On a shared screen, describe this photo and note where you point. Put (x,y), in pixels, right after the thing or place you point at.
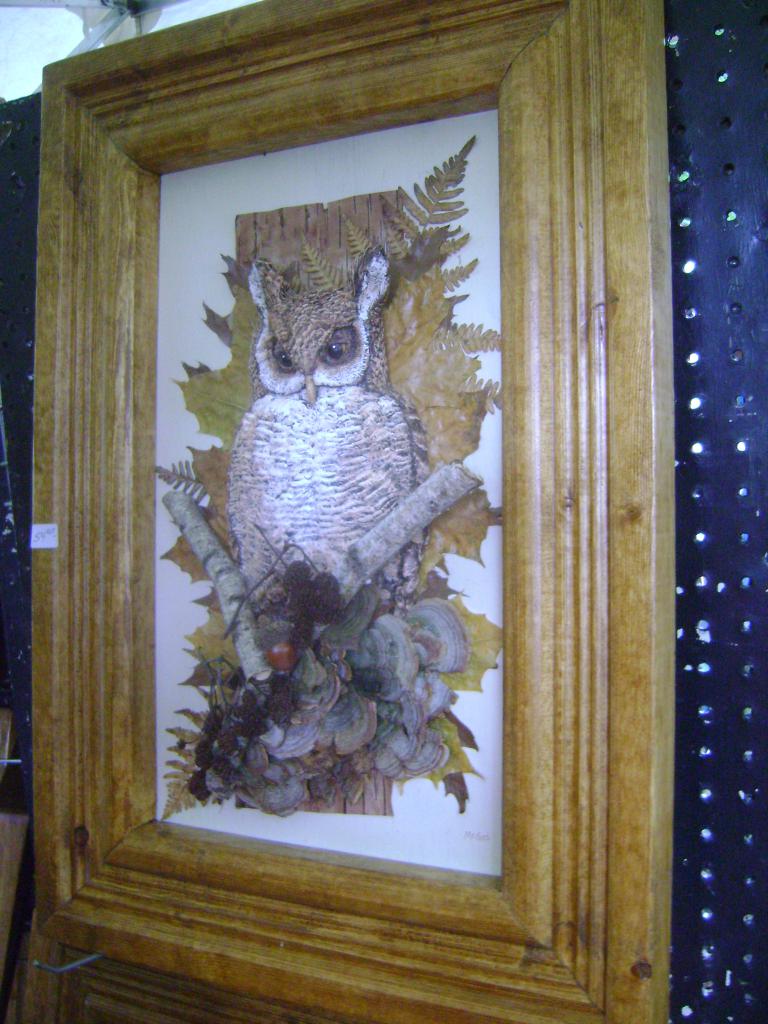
This image consists of a photo frame (592,771). There is a picture (439,456) of an owl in the middle (425,558).
